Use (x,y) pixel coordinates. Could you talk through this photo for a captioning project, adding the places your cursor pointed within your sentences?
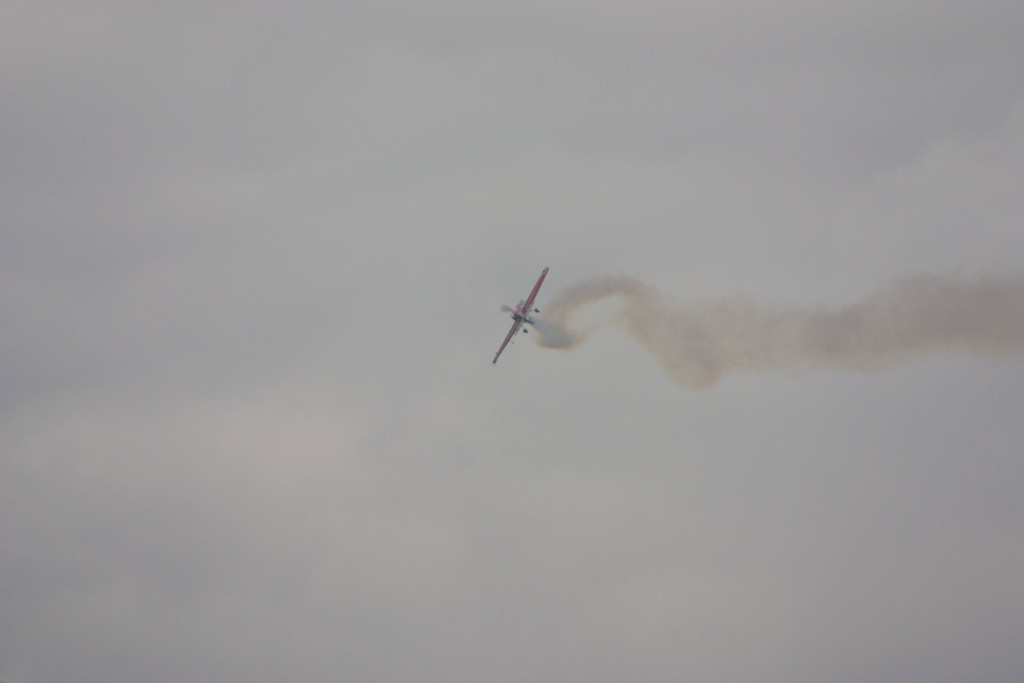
There is an airplane (501,351) present in the middle of this image (501,345) and the sky (425,336) is in the background (425,261).
